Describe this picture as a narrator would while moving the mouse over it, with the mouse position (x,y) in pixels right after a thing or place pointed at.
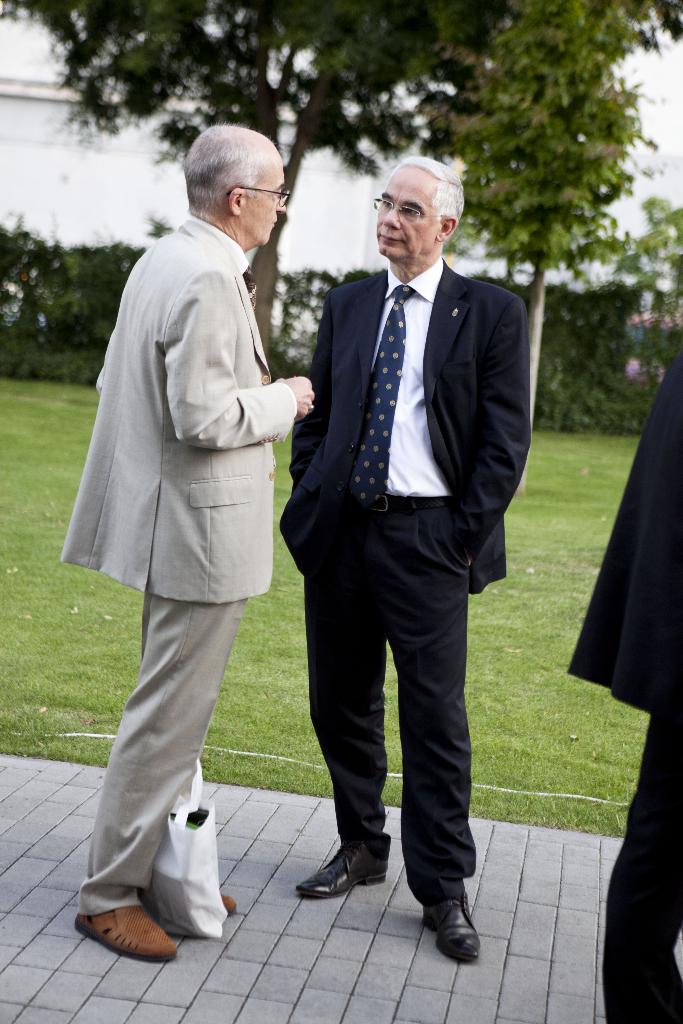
This image consists of two men (222,638) wearing suits (252,566) and ties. At the bottom (284,978), there is a floor (208,983). In the background (509,698), there is green grass (30,390) and trees (299,121). On the left (45,191), we can see a small building (81,191).
